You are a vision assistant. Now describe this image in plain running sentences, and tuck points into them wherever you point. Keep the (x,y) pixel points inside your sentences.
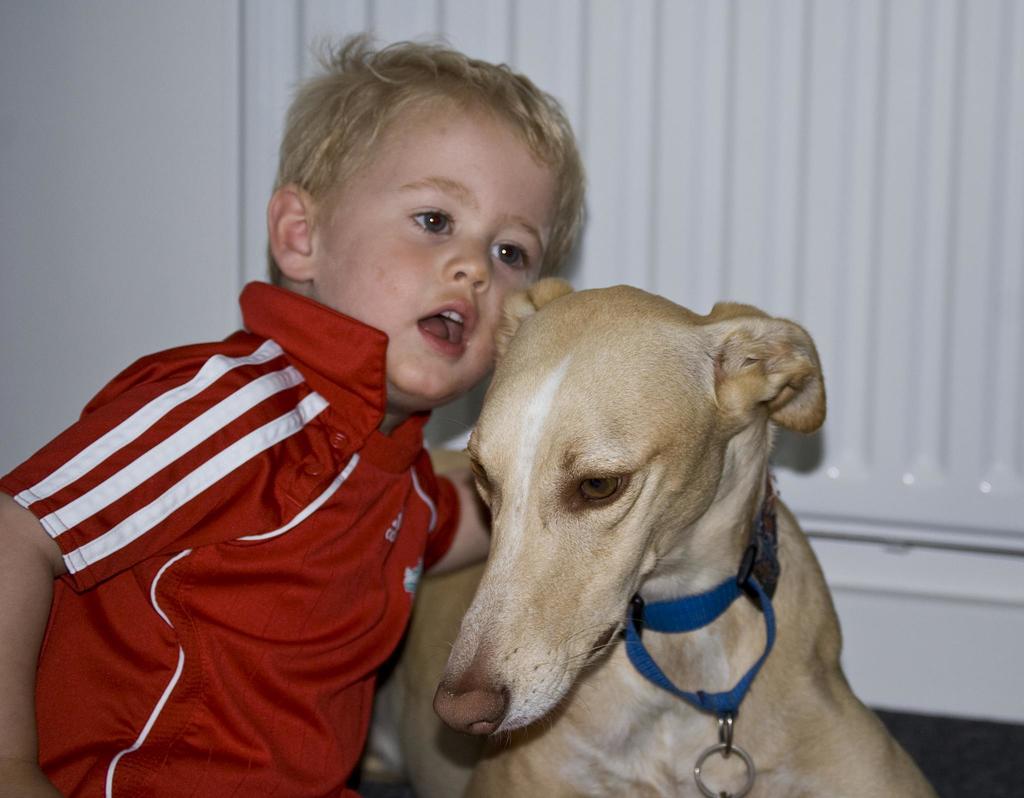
There is a kid (252,404) sitting beside the dog (605,511) and the background (757,169) is white in color.
